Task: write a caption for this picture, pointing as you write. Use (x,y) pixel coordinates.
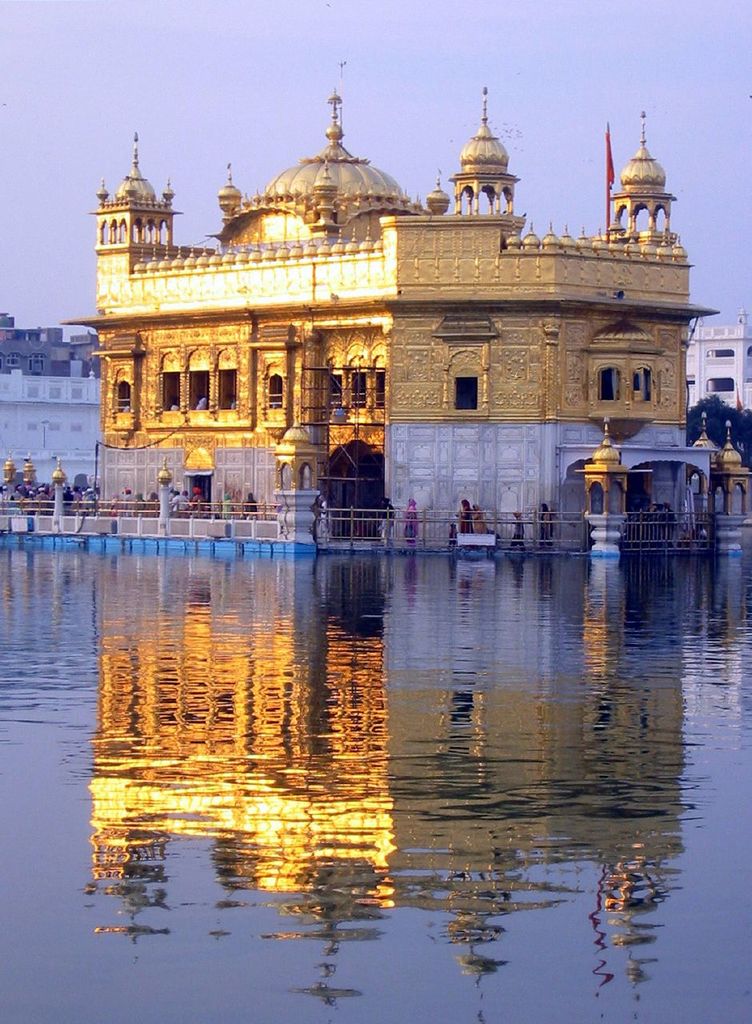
In this image, I can see a golden temple (477,501) and few people (465,511) standing. There is water (254,799). On the right side of the image (723,426), there is a tree (712,430). In the background (47,372), I can see the buildings (694,399) and the sky (524,103).
